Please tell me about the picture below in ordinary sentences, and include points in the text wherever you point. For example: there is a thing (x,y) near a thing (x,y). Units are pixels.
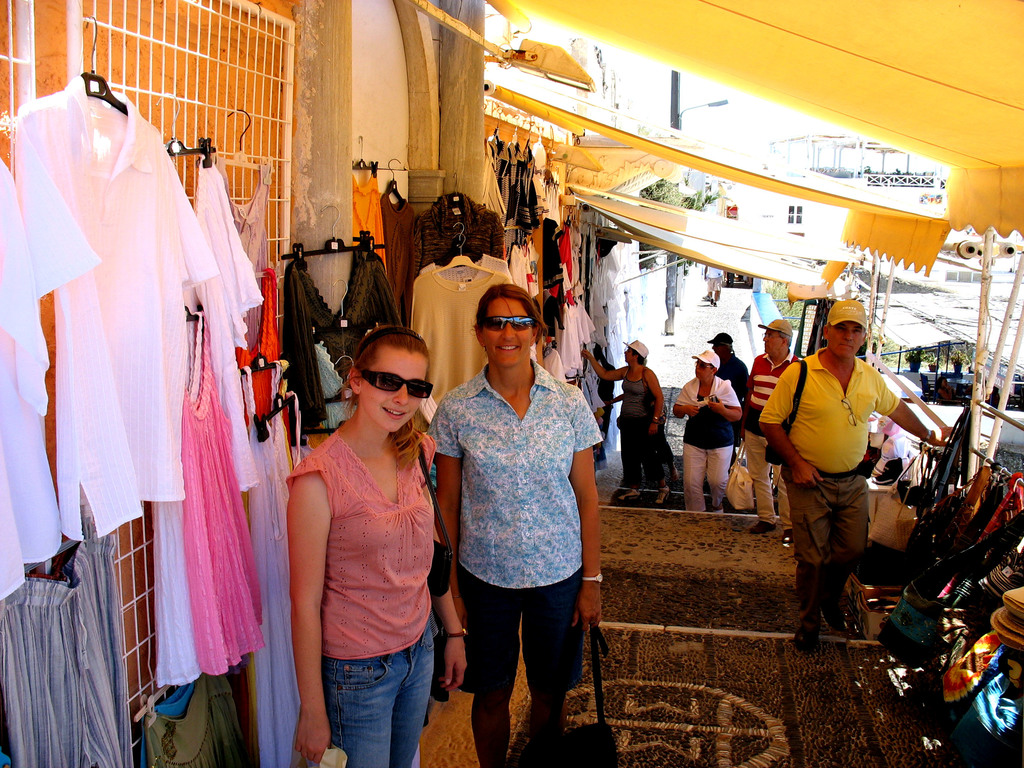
In the picture we can see some people (342,568) are standing on the path (753,605) near the clothes shop (158,402) which the clothes (235,247) are hung to the wall (390,103) and in the background (887,416) also we can see some people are standing on the path (743,614) and wearing the caps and we can see the sheds (911,308) and building walls (402,96).
